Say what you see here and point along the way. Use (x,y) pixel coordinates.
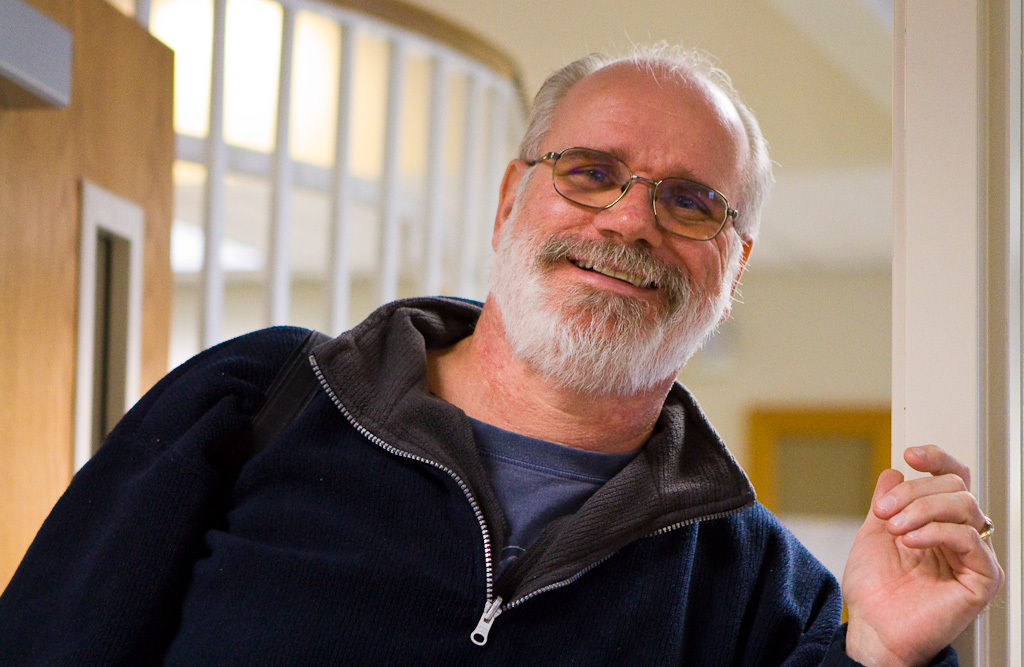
This picture shows the inner view of a building (229,322). In this image we can see one man (511,469) standing near to the door (22,141) and some objects (810,452) on the surface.
